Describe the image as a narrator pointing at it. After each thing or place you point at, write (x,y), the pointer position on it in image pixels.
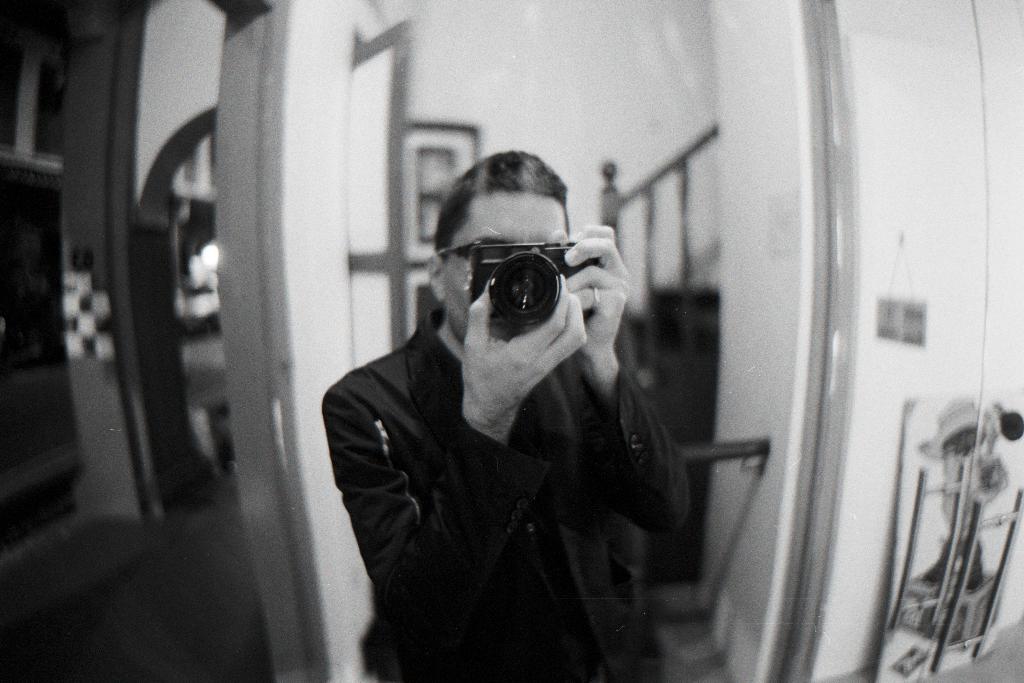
In this picture there is a man (609,650) standing here, there is a camera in both of his hands (568,344) and in the backdrop (372,170) there is a door (372,173) and in right (684,180) there is a staircase (686,243). On to the left (53,556) there is a floor (104,577) and in the backdrop (676,232) there is a wall (114,265).
